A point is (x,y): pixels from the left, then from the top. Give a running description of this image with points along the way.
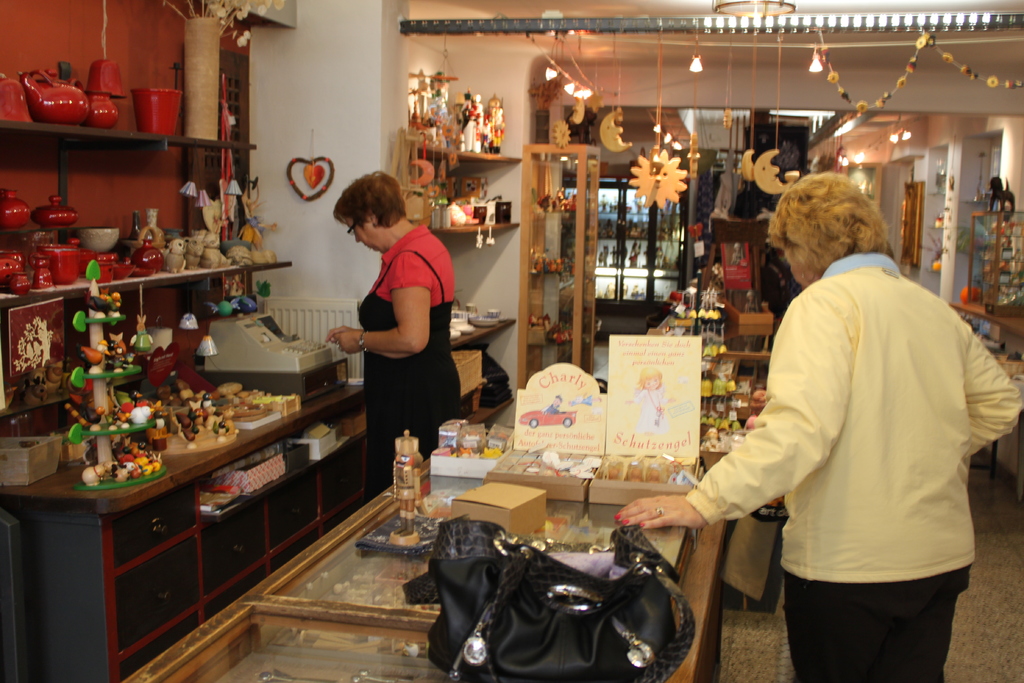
There are two persons (803,401) standing and there is a table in front of them which has some objects (681,450) on it.
